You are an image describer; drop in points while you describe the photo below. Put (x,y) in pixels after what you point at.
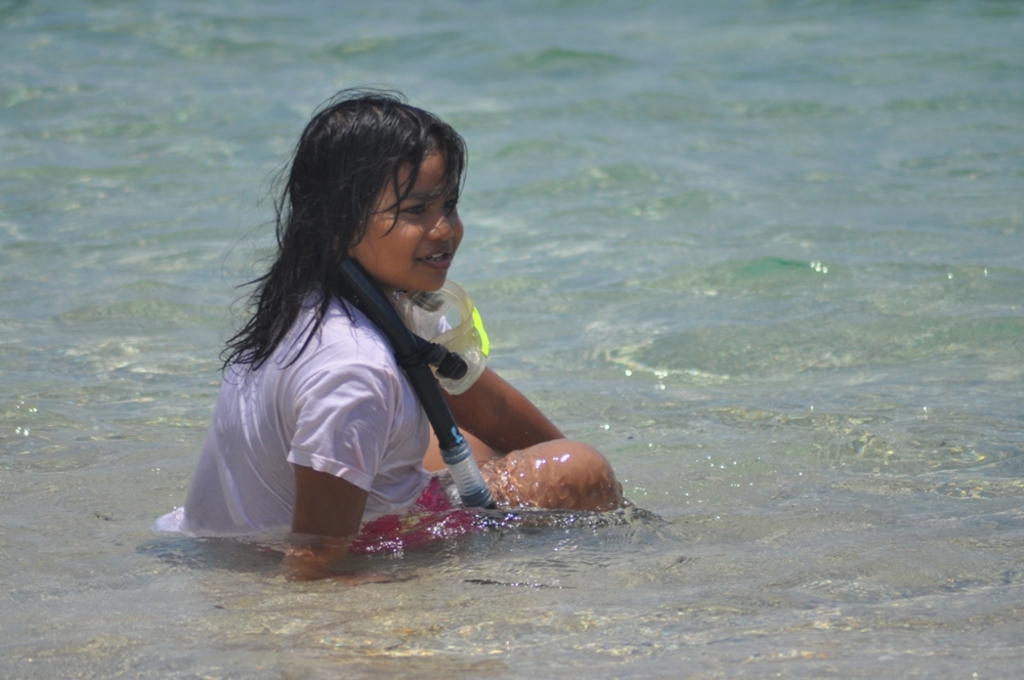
In the center of the image (417,340), we can see a kid (367,355) wearing a snorkel mask (409,364). At the bottom (591,581), there is water (672,451).
